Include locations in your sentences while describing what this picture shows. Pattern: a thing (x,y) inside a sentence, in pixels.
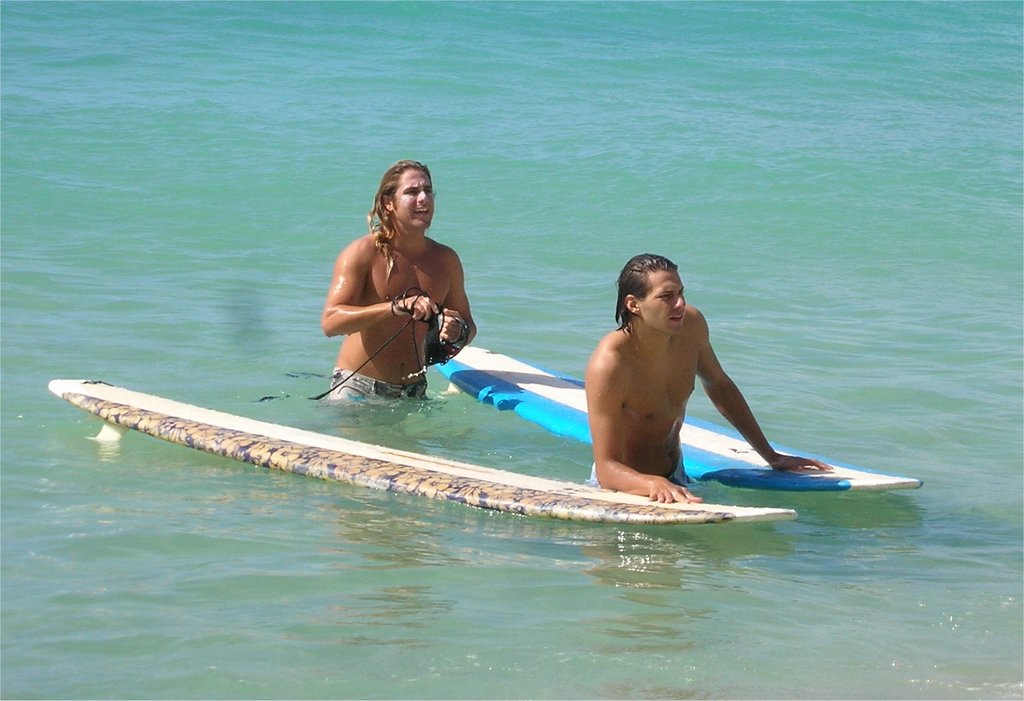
There are two people (355,312) here. This person (635,370) has placed his hands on the surfing device (775,472). This man (377,382) holding thread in his hand (420,299).
